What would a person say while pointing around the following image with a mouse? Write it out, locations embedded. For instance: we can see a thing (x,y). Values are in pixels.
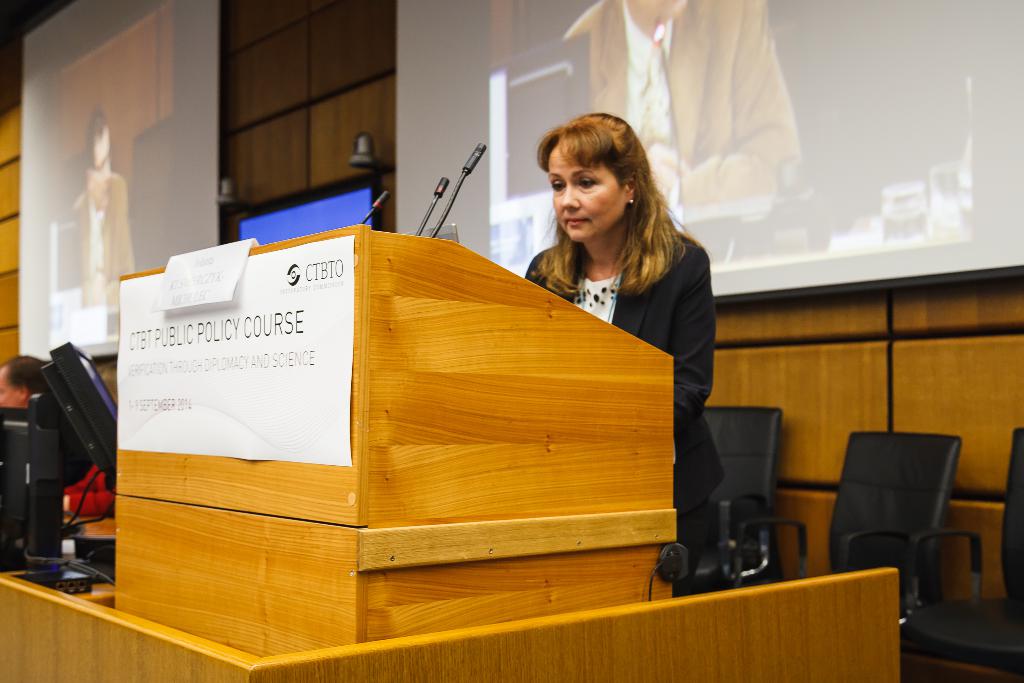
This picture is of inside. In the center (657,228) we can see a woman (633,229) standing behind the podium (398,425) and there are microphones (440,185) attached to the podium (397,245). On the left corner (12,435) we can see the monitor (53,449) placed on the top of the table (70,597). On the right (984,598) there are some chairs (905,501). In the background (368,61) we can see a wall (327,31) and two projector screens (868,57).
